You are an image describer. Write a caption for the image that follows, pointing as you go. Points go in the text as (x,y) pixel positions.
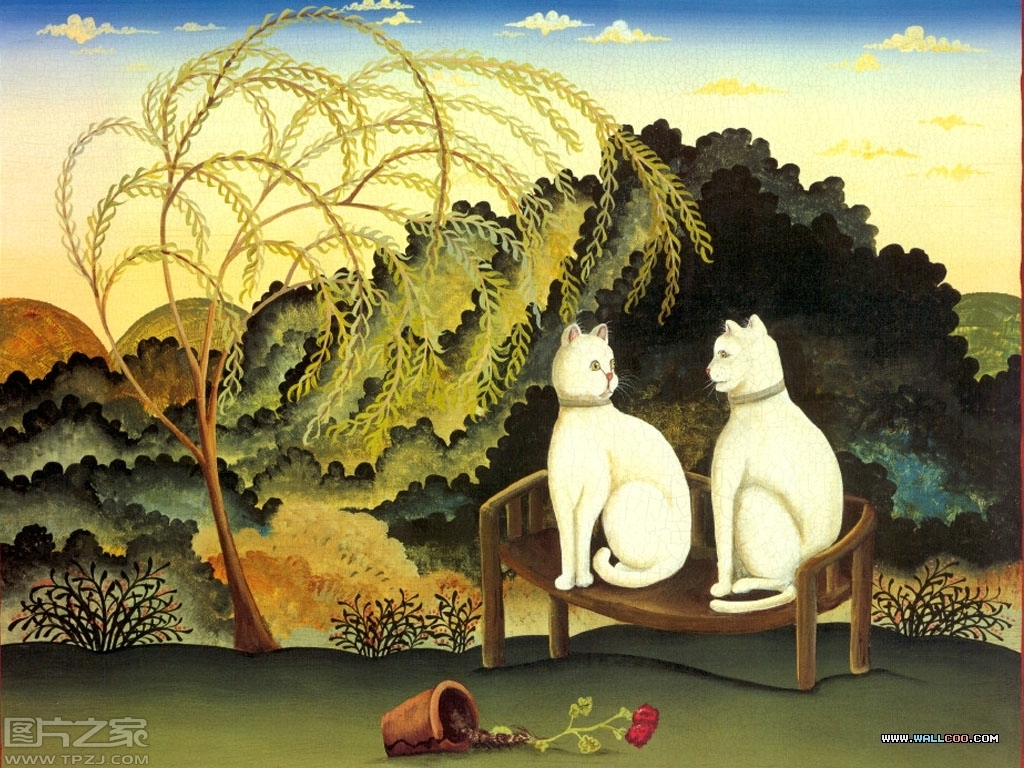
This is a poster (520,465). Here we can see two cats (603,517) sitting on a bench (533,584) and there is a house plant (405,738) on the ground (216,675). In the background (338,276) there are trees (412,454), plants (158,575) and clouds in the sky (117,93).
